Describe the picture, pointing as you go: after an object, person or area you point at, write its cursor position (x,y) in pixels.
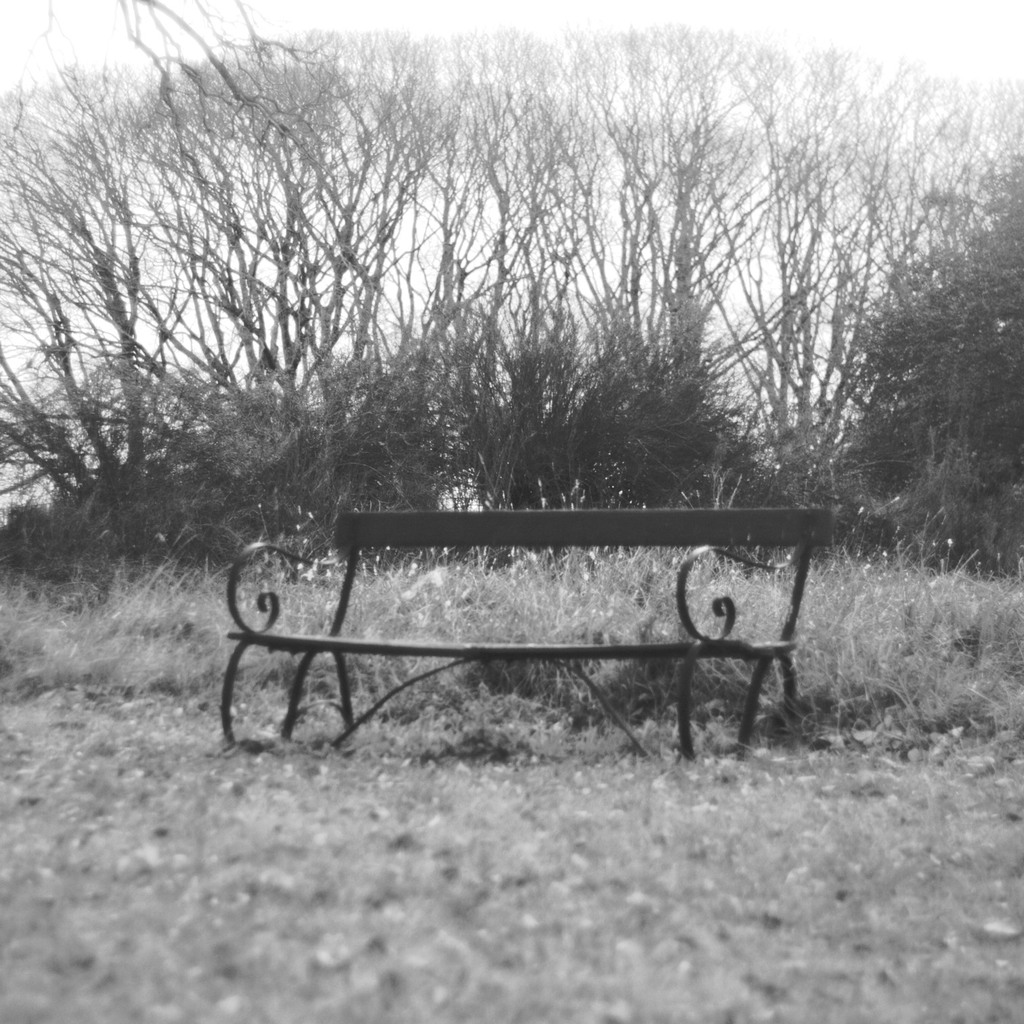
In this I can see trees (315,294) and the sky (527,24) and I can see grass (496,598) and bench (682,654) visible in the foreground (224,757).
